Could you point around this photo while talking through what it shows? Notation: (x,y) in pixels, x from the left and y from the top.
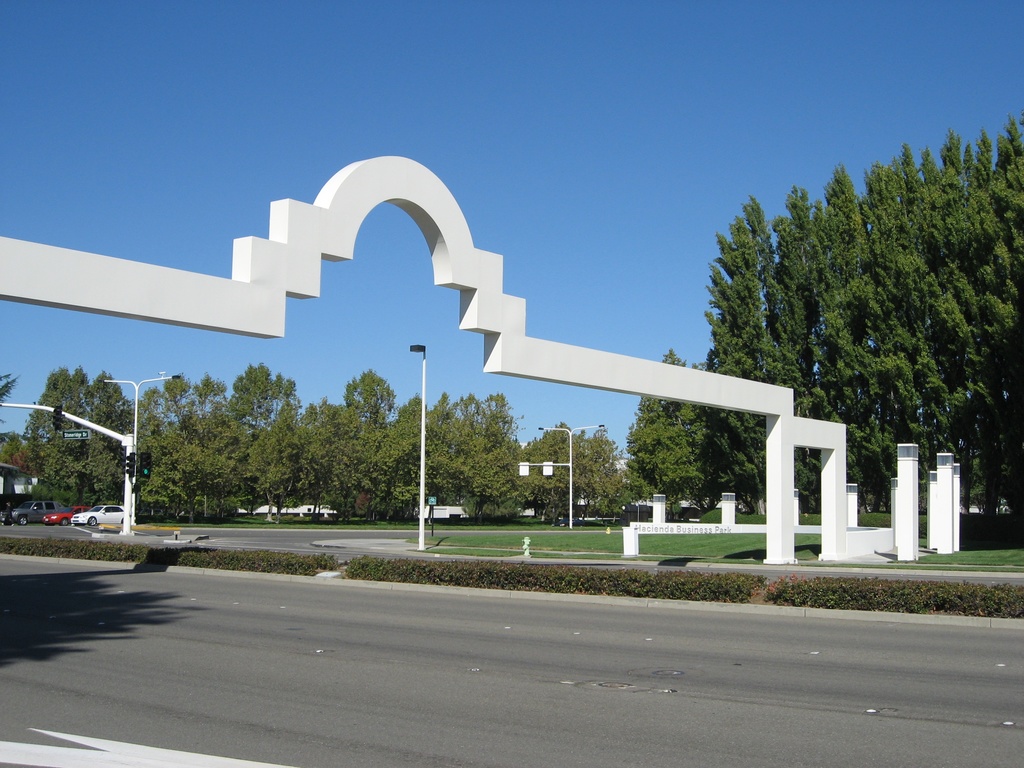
In this picture we can see a road (246,737), poles (554,464), traffic signal lights (126,455), cars (96,511), trees (274,485), grass (697,547) and in the background (26,343) we can see sky (517,265).
